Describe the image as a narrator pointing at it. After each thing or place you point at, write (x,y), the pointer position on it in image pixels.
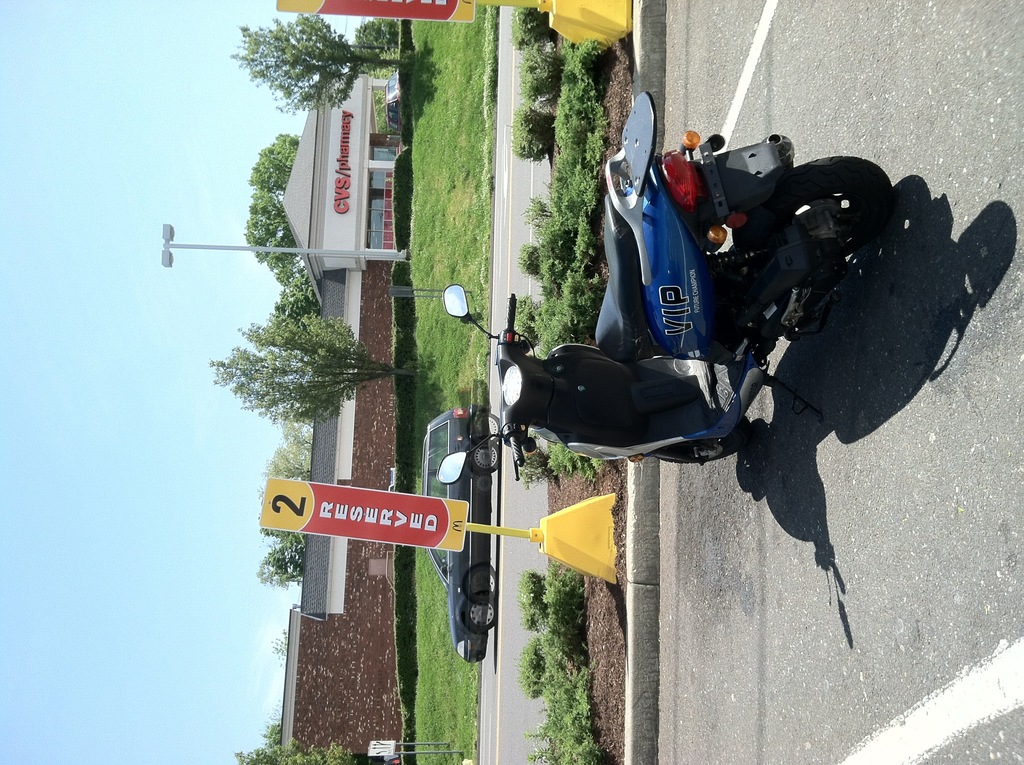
This picture is clicked outside the city. In the middle of the picture (664,267), we see scooter (716,307) parked on the road (738,469). Behind that, we see plants (557,321) and a yellow color board (408,537) with some text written on it. Behind that, there is a black car (450,428) moving on the road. There are many trees (294,398) and building (312,132) in the background (325,303). We even see street lights (195,246). On the left corner of the picture (118,485), we see the sky (138,318).
